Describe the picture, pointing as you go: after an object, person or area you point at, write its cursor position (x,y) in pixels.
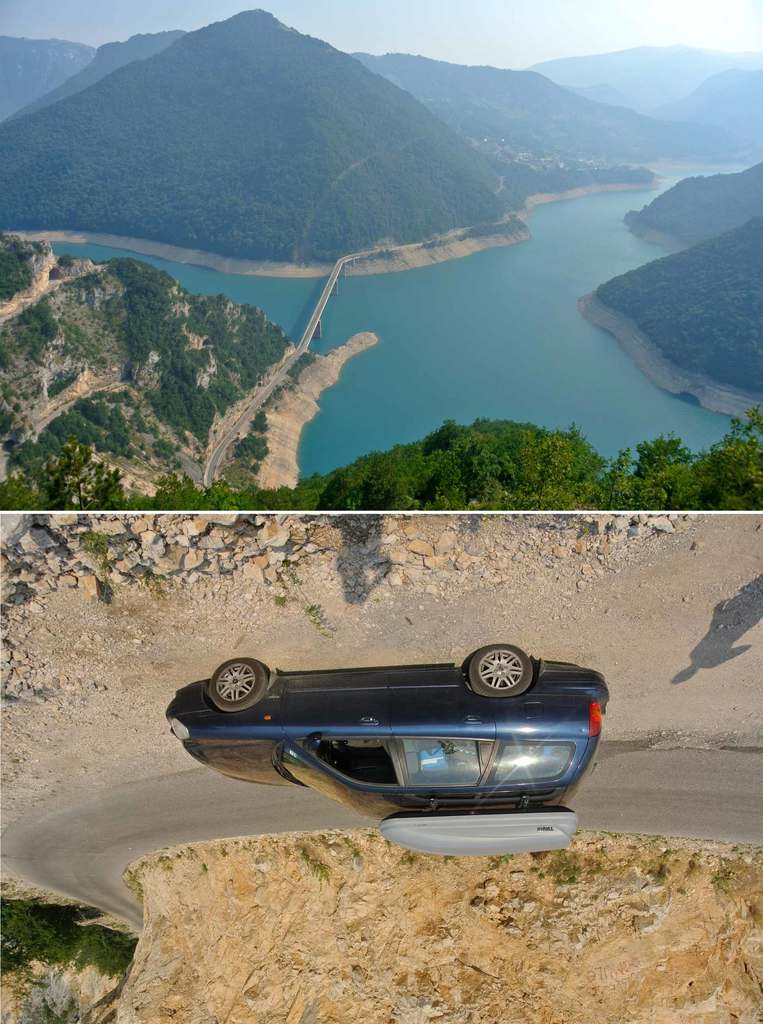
This is an edited image. This image is the collage of two images. The image at the top (349,121) has trees (559,458), water (498,364) and hills (336,101). The image at the bottom (432,924) has a car (414,666) which is moving on the road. Beside that, we see small stones (151,587), rocks (301,975) and trees (117,951).
